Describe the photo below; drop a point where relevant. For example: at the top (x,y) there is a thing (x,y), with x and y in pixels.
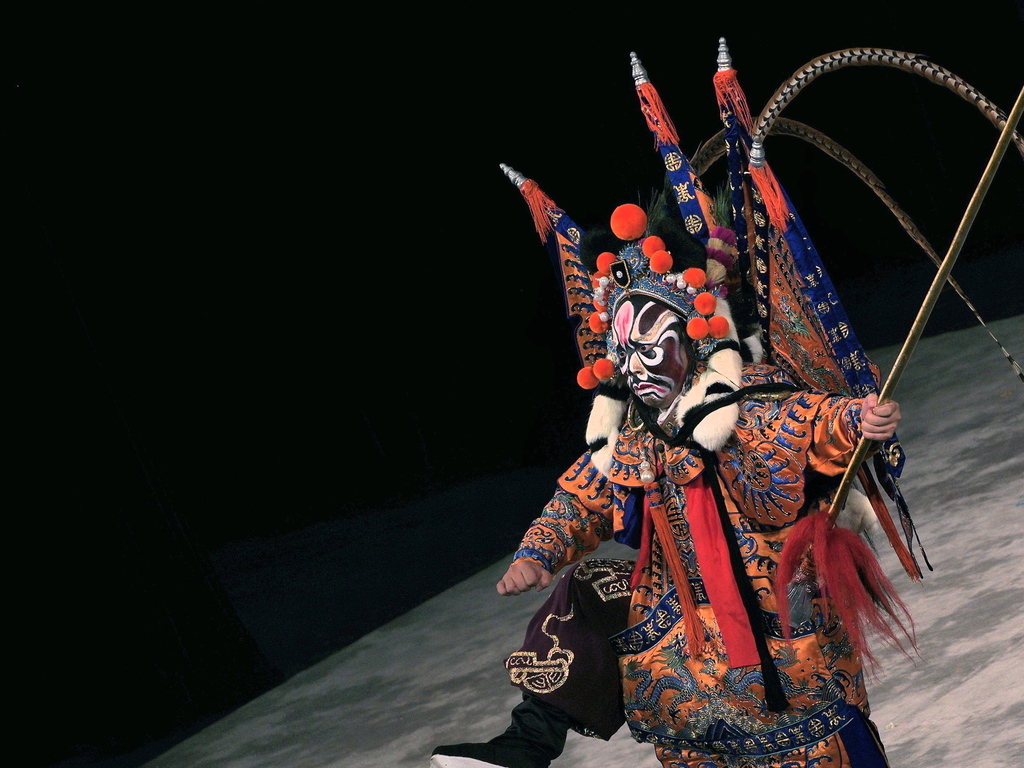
In this image there is a person (735,686) truncated towards the bottom of the image (672,714), the person (729,480) is holding an object (825,523), there are objects (981,103) truncated towards the right of the image (954,132), the background of the image (324,355) is dark.
